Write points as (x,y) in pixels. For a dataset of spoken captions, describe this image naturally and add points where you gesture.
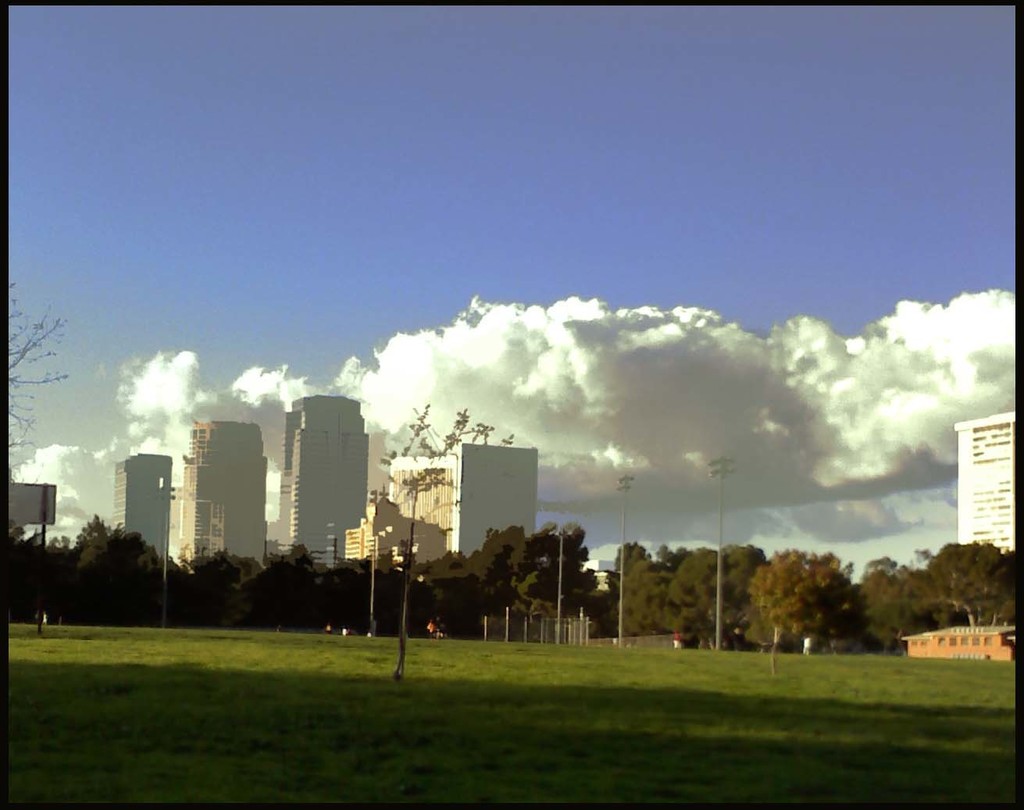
In this image we can see grass (738,709), few trees (691,625), buildings (454,514), poles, a pole (43,539) with board (46,509) and the sky (617,429) with clouds (617,429) in the background (541,428).
